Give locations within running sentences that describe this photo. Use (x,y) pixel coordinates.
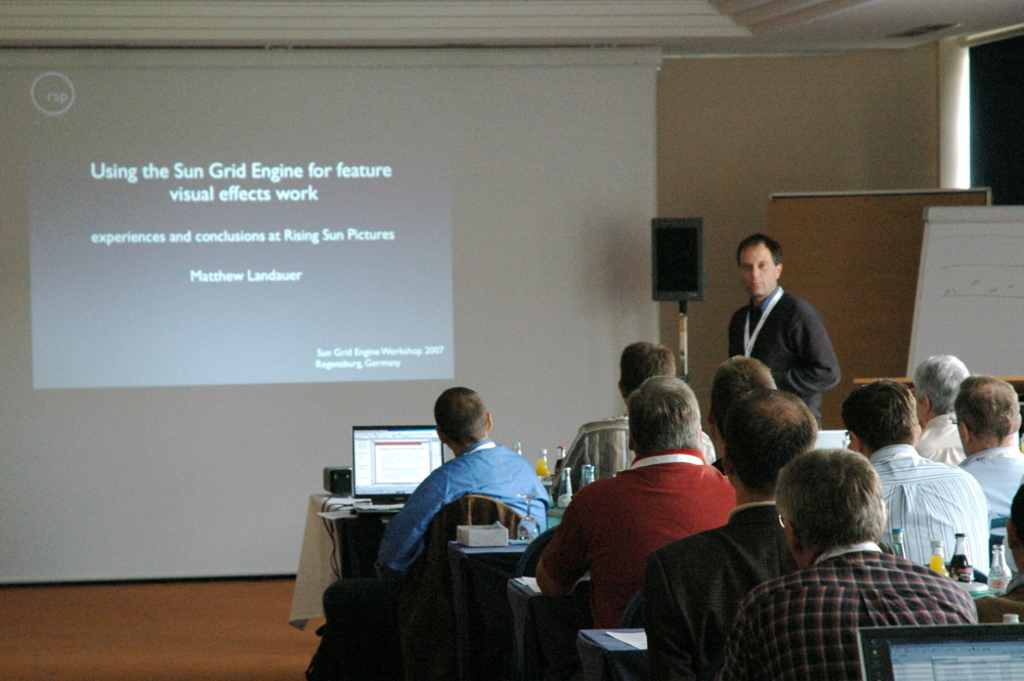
In this picture I can see number of people (634,358) in front (770,552) who are sitting and there are tables (514,591) in front of them on which there are bottles (564,481) and laptops (980,626). In the background (34,531) I see the projector screen (253,172) on which there is something written and on the right side of this image (800,339) I see a man (769,315) who is standing and near to him I see a white color thing (953,263) and a black color thing (696,261).
